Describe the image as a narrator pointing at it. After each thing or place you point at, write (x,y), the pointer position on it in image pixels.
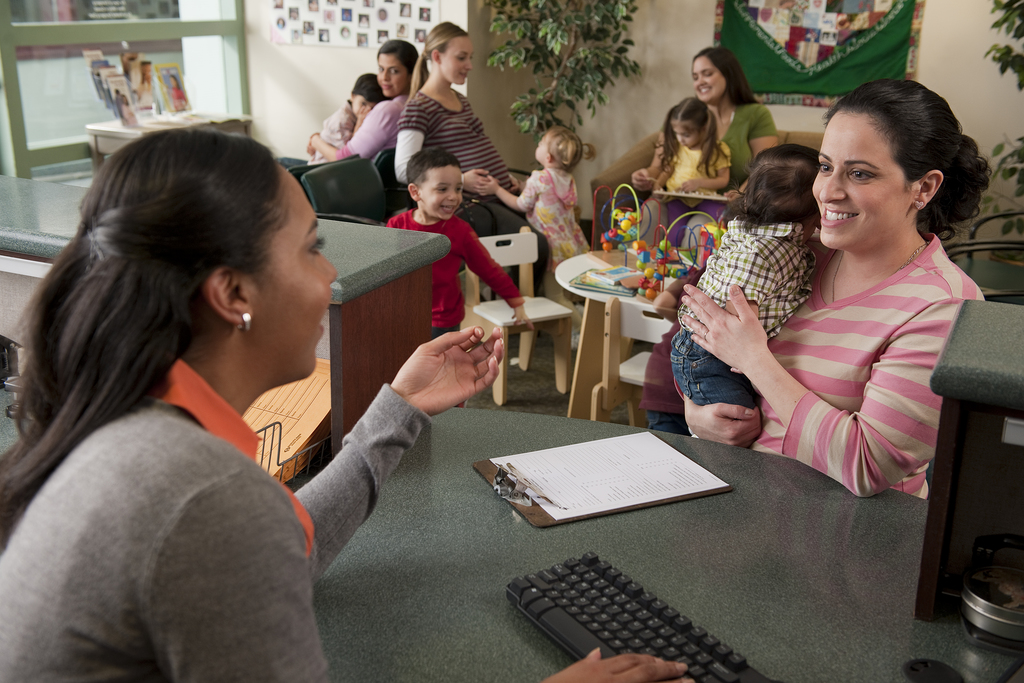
A picture inside of a room (586,121). On wall (453,14) there is a banner (747,18) and pictures (306,24). Beside this window (64,108) there is a table (119,145), on this table (141,117) there are pictures (142,94). Persons (677,134) are sitting on chair (314,198) and couch (647,152). In-front of woman (455,103) there is a kid (559,207) holding her hands (488,182). In middle (605,296) there is a table (570,267), on this table (636,272) there are toys (630,219) and books (592,275). This woman (861,274) is carrying a baby (725,399). This woman (190,575) is talking with another woman (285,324). On this table (693,553) there is a pad (697,481) with paper (616,492), keyboard (637,582) and box (971,589). Far there are plants (566,55).
